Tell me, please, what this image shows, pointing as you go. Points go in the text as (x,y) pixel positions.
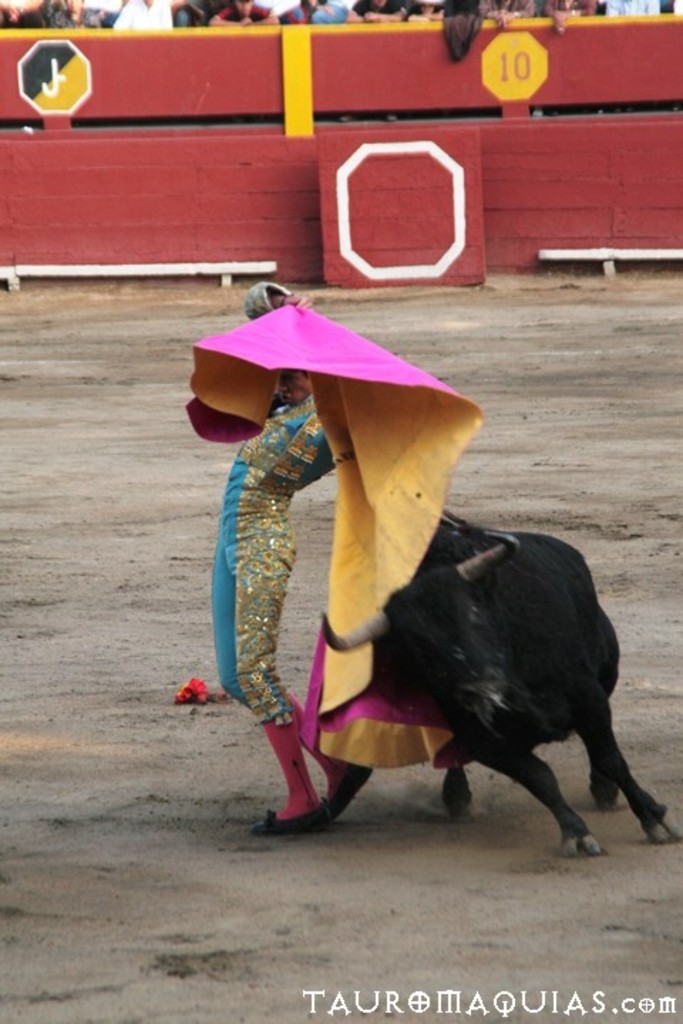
In the image I can see the bull (528,652) fighting with a person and behind there is a fencing (305,260) and also I can see some people (69,20) to the other side of the fencing (185,150).
